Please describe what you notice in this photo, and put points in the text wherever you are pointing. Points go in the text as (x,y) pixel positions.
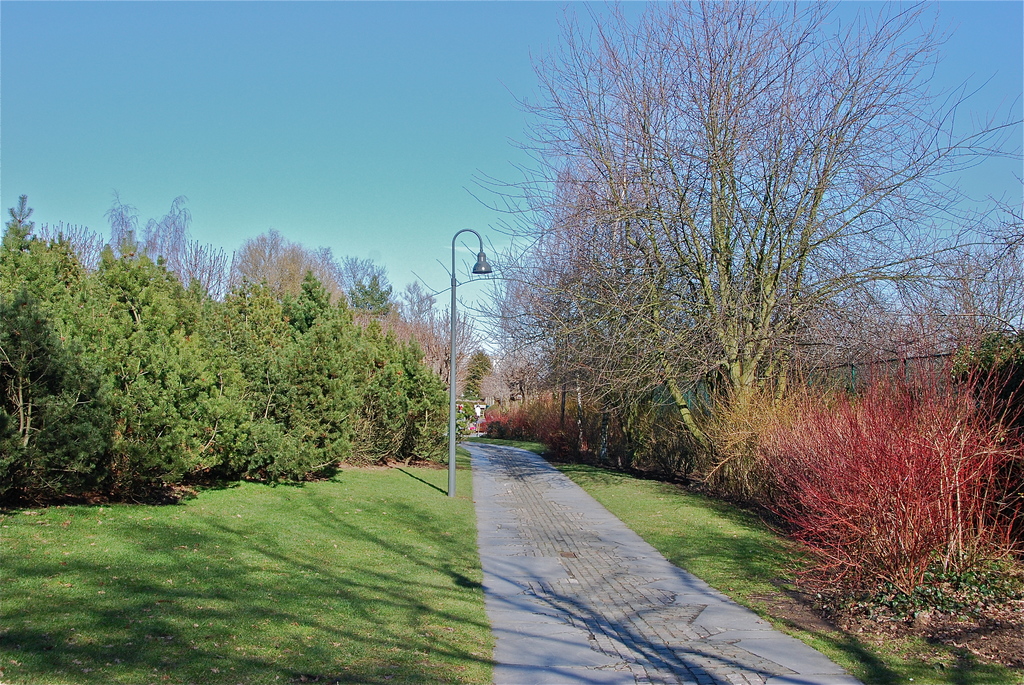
These are the trees (397,367) and bushes (860,521). Here is the grass (279,597). This looks like a pathway (508,562). I think this is the street light (454,463).
